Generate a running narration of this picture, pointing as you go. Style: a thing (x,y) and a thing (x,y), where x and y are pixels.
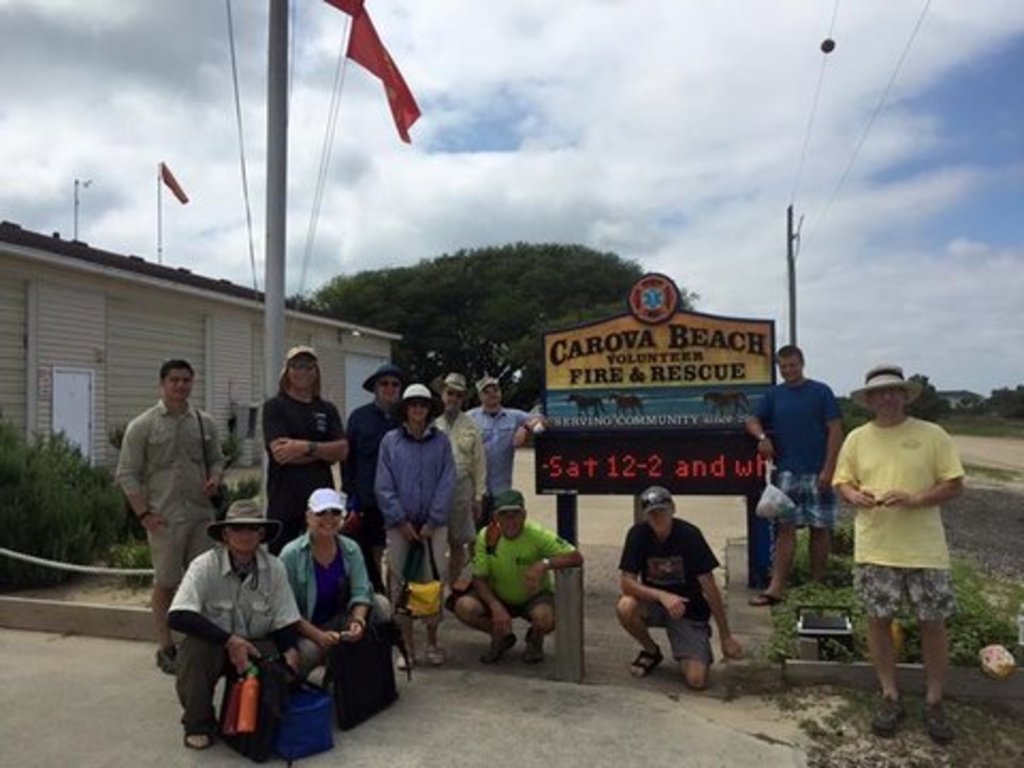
In this image we can see the house (190,318), flags (400,101), poles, wires (248,194), trees (459,302), plants (49,546), grass (996,608) and also the text board (688,398). We can also see the people (909,485), path (399,733) and also the sky (584,192) with the clouds (876,173).
